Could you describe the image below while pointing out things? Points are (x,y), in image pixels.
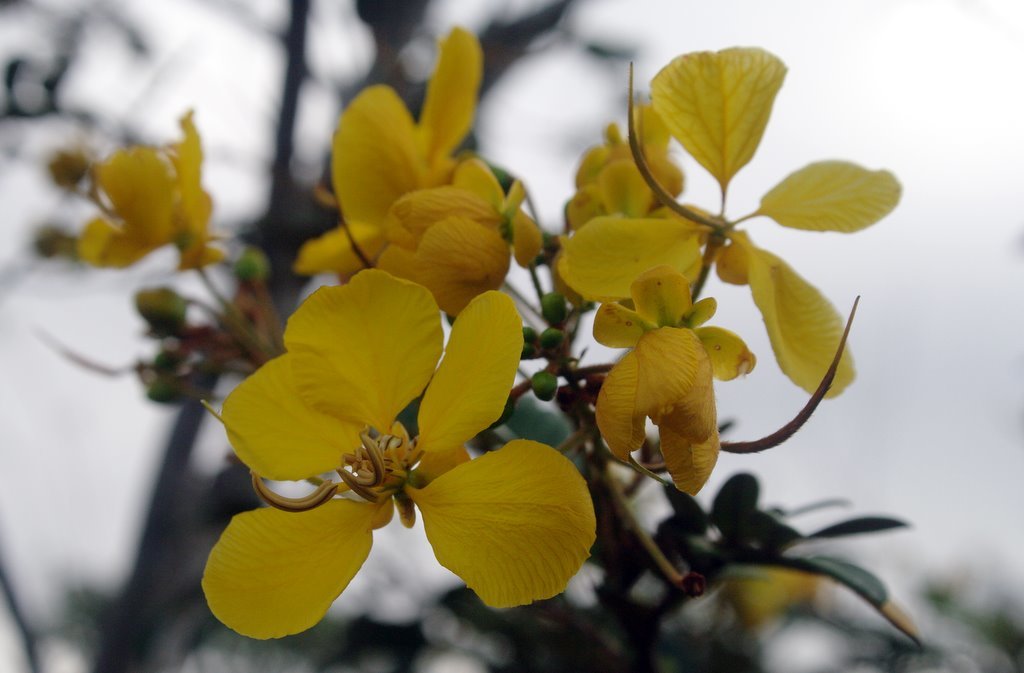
In this image I see flowers (812,297) which are of yellow in color and I see the buds (559,342) which are of green in color and I see that it is blurred in the background (936,464).
